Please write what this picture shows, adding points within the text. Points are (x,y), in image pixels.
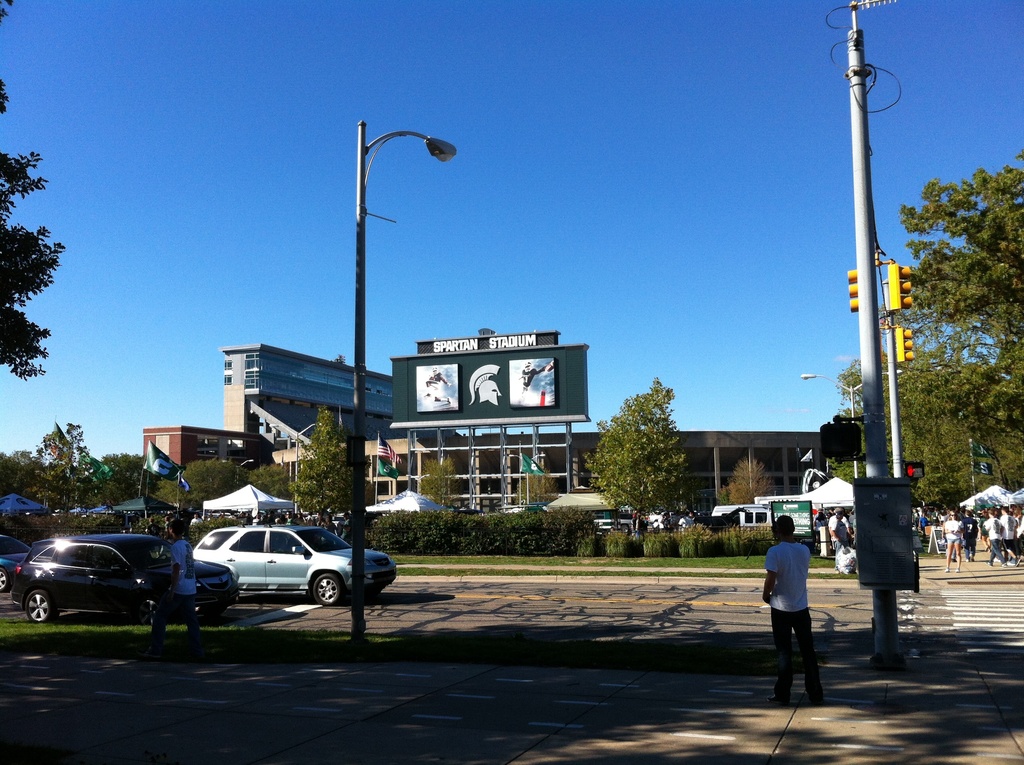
In this picture there is a traffic pole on the right side of the image (864,540) and there are cars (316,541) on the left side of the image (133,564), there is a lamp pole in the center of the image (362,448) and there are people (286,516), trees (934,480), posters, and buildings (217,437) in the background area (535,449), it seems to be there are stalls (984,497) in the background area (844,487).
